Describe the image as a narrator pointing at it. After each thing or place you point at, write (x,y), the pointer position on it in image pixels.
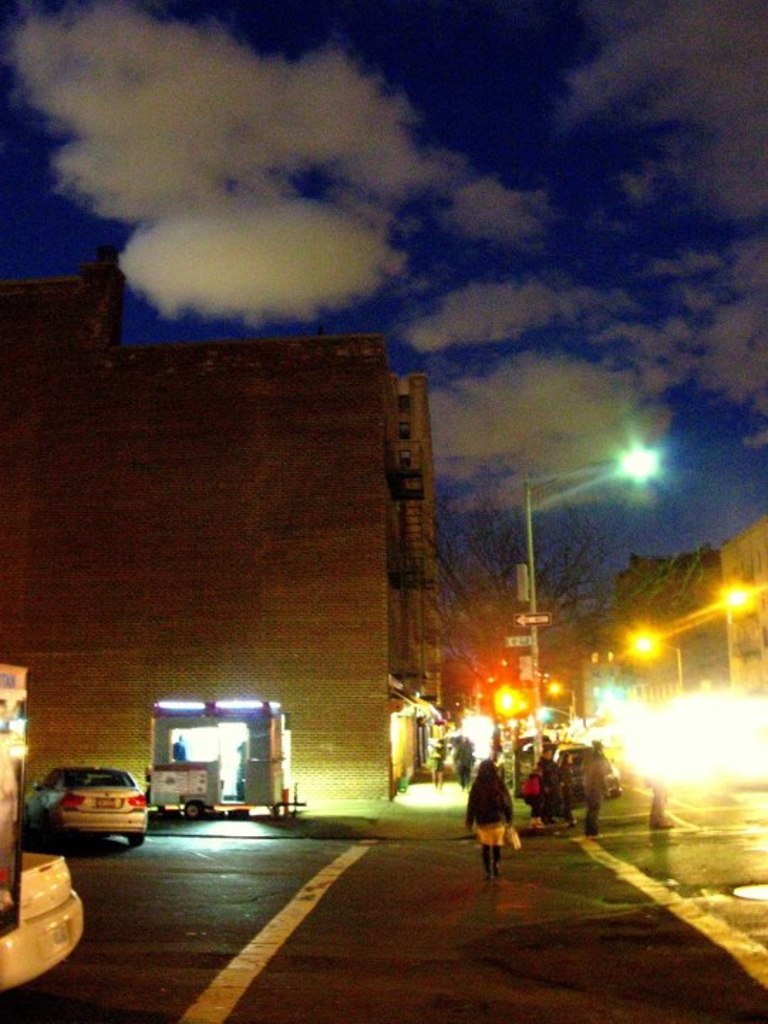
Vehicles (576,779) are on the road (72,845). In this image we can see buildings (97,614), tree (466,610), light poles (638,653), signboards (530,615) and people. Sky (418,296) is cloudy.
